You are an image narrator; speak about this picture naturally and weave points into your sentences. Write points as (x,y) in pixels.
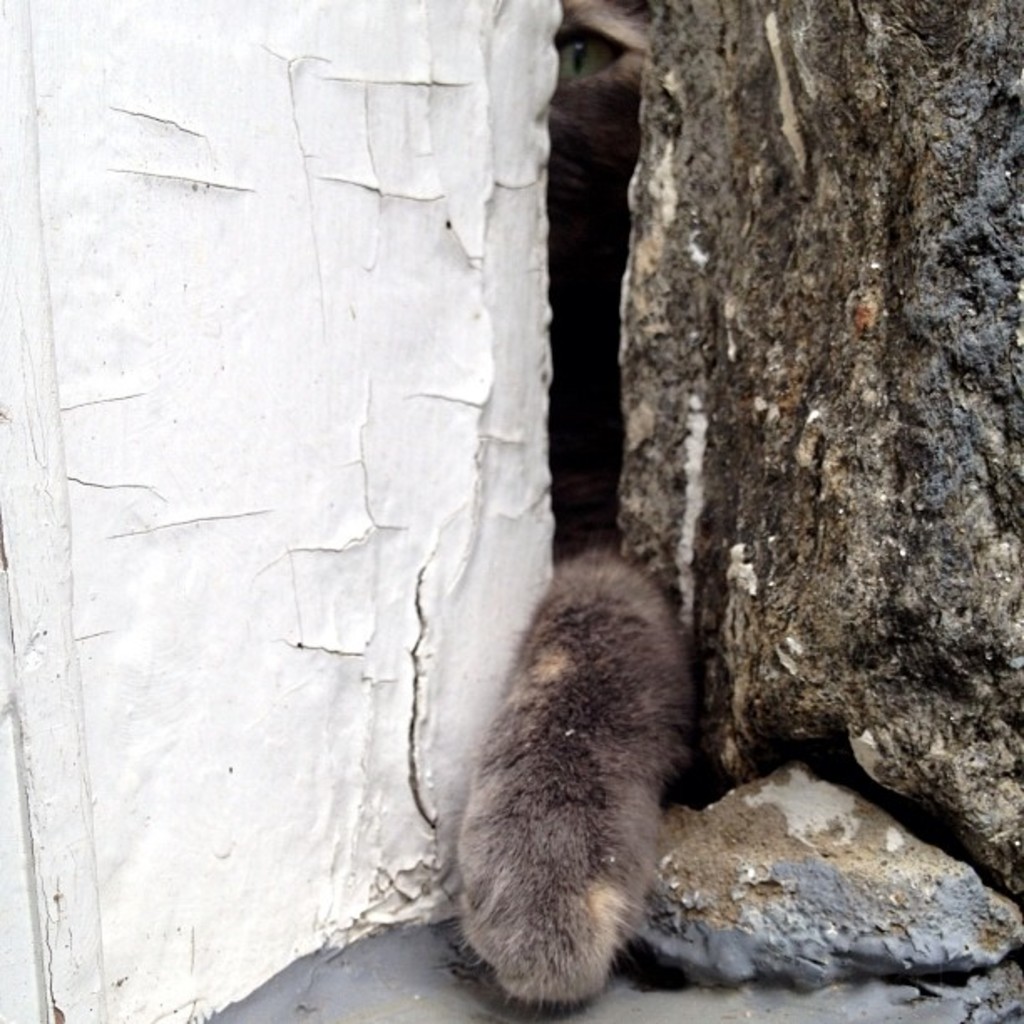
In this image there are walls (473,477). In the center (612,414) there is a small opening (593,430) in between the walls (537,468). There is a paw (545,739) of an animal (572,738). At the top (599,58) there is an eye (605,42) of an animal (605,42).
